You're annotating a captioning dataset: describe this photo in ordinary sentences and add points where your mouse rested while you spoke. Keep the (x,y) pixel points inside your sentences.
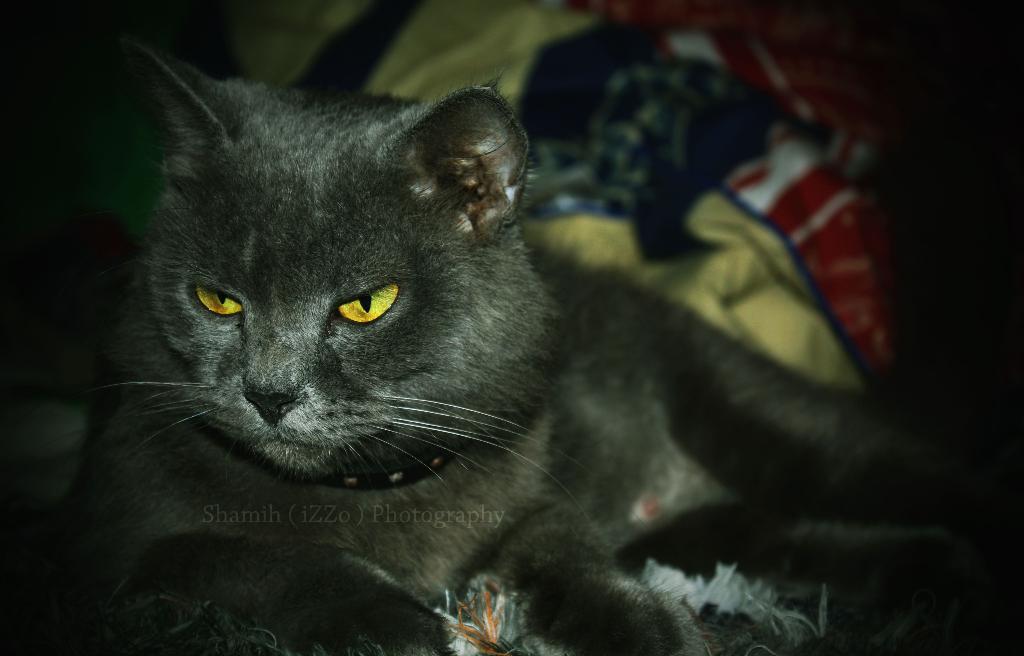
In this image I can see a cat (216,382) in grey color. Background (791,242) I can see few clothes (803,210) in red, blue and cream color.
